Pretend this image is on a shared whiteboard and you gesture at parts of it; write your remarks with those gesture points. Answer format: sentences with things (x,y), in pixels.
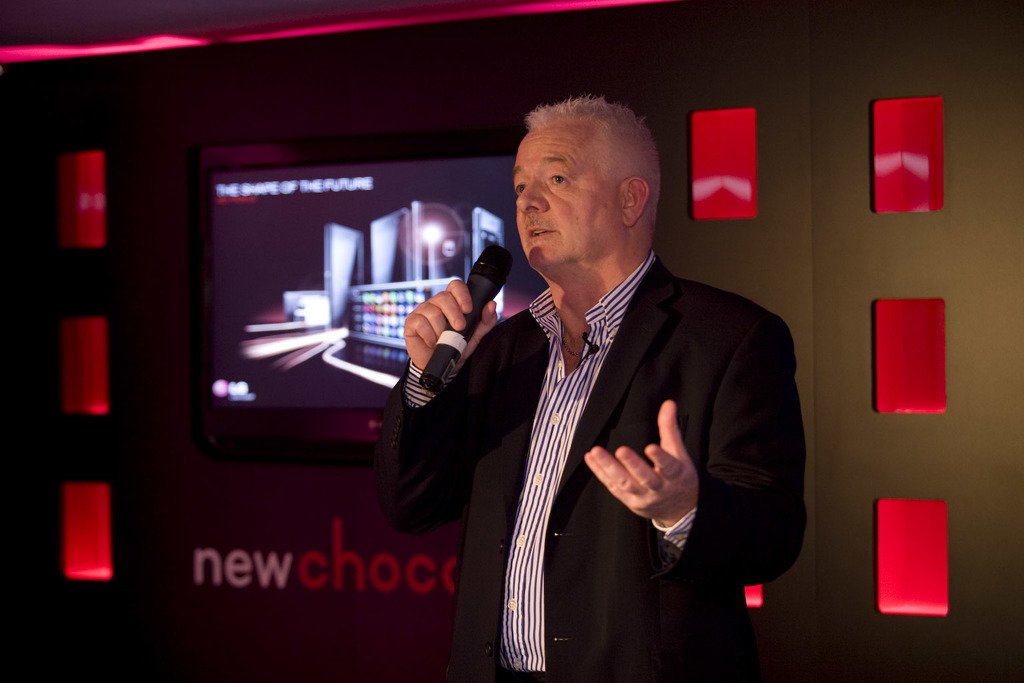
In the image we can see there is a man (607,290) who is holding a mike (497,270) in his hand (422,359).
